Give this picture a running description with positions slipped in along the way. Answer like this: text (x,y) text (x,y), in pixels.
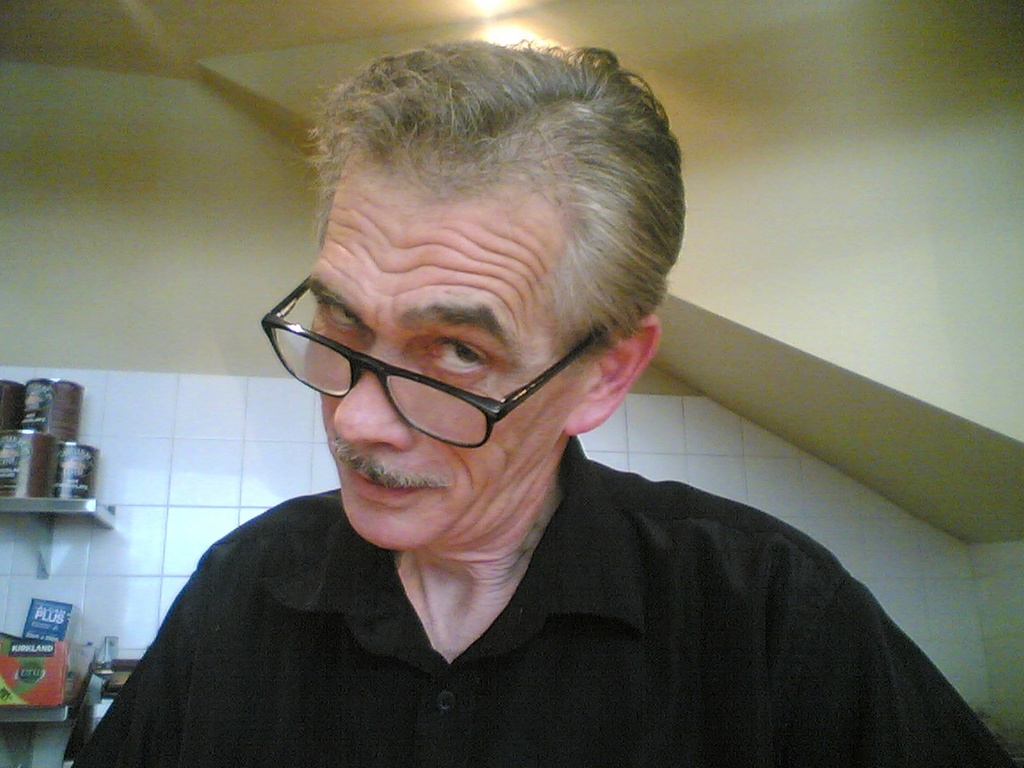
In the center of the image (584,477) we can see a man (475,537) wearing glasses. In the background (48,510) there is a shelf (57,511) and we can see tins (74,409) and boxes (34,627) placed in the shelf (23,507) and there is a wall (52,373). At the top (501,33) there is a light (519,25).
